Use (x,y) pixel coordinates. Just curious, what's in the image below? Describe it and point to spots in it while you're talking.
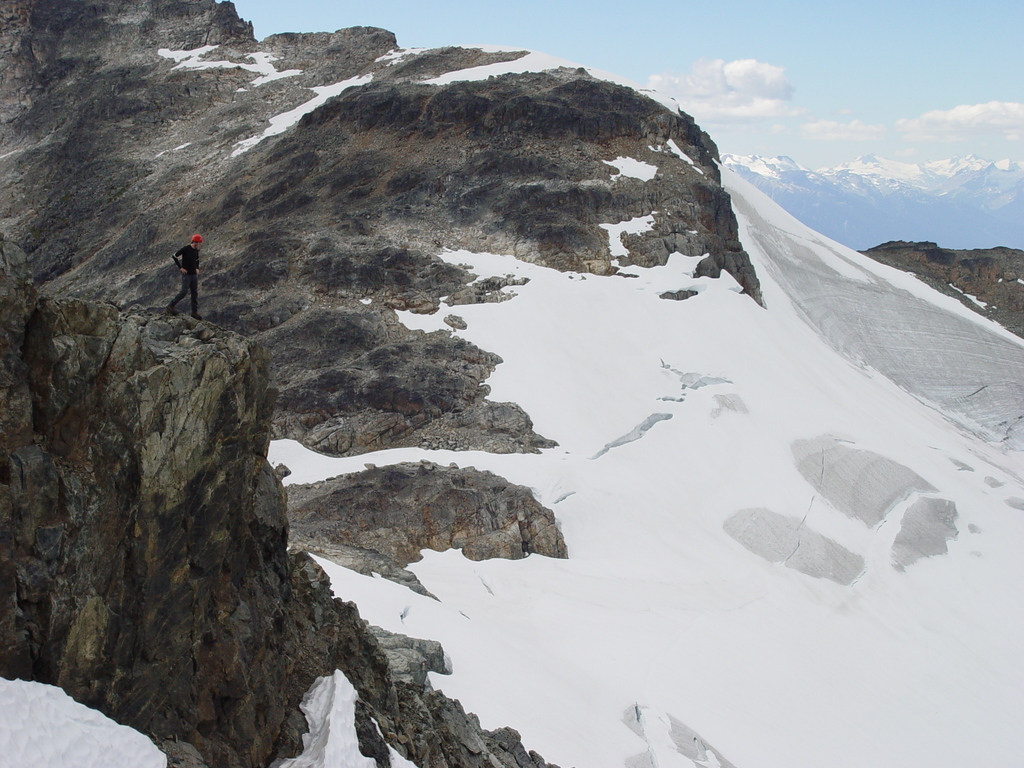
In the image in the center (509,358) we can see snow (595,355), hill (391,265) and one person (187,271) standing. In the background (506,6) we can see the sky (646,54) and clouds (852,122).
